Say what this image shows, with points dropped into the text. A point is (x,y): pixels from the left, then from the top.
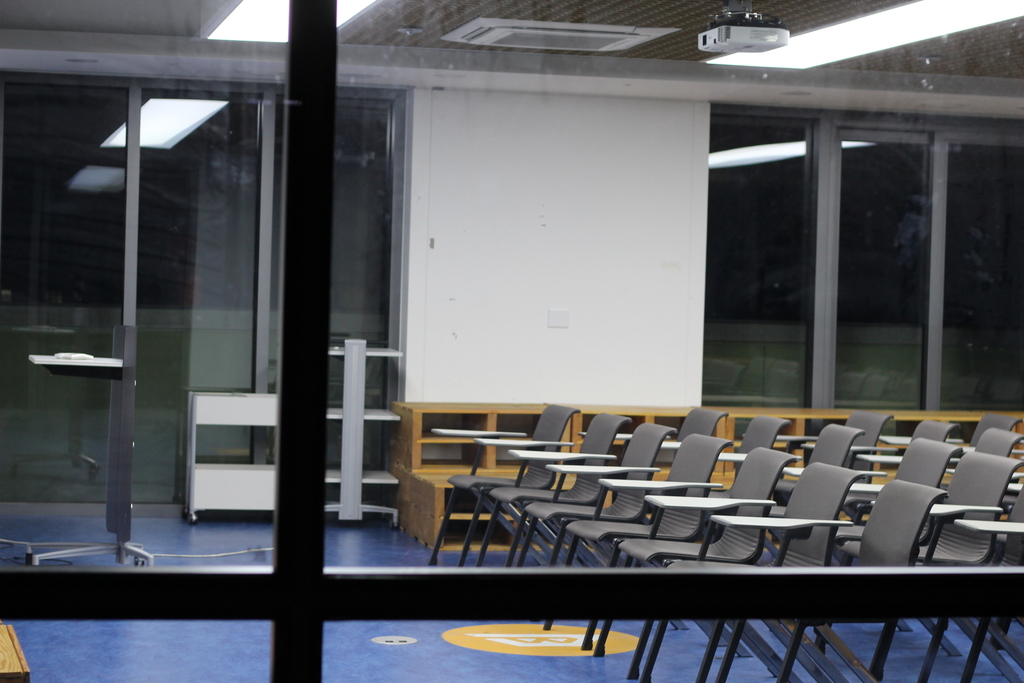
In front of the image there is a glass door (835,577). Behind the glass door (794,608) inside the room (779,524) there are chairs (781,475), podium (126,509), tables (540,452) and a glass door (62,379). At the top of the image (563,52) on the roof (622,21) there are lights (845,36), projector (770,36) and an AC (557,41).
